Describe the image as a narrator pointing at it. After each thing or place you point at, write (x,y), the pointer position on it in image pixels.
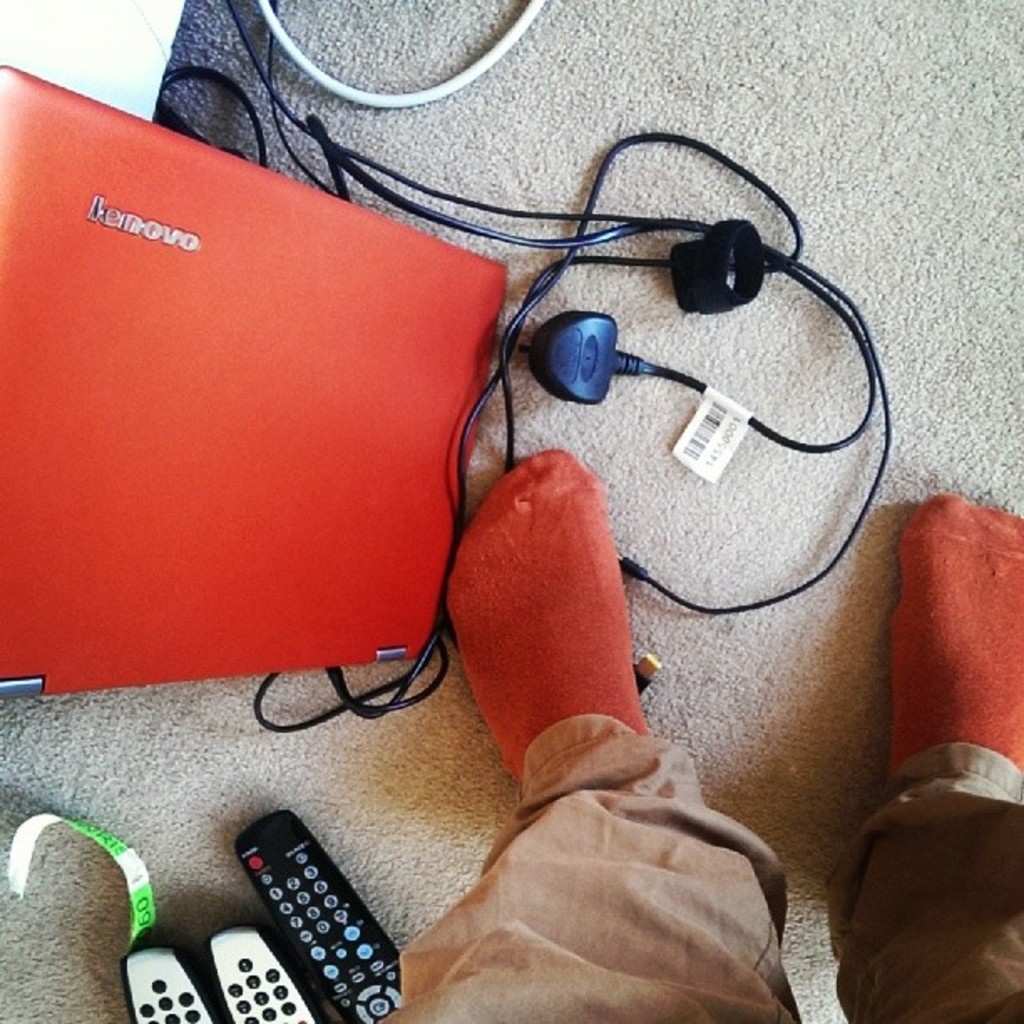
In this image I can see a person (549,665) wearing socks (538,586) and trousers (549,928). There are remotes (308,928), laptop (370,576) and wires (261,1) on the floor (689,80).
